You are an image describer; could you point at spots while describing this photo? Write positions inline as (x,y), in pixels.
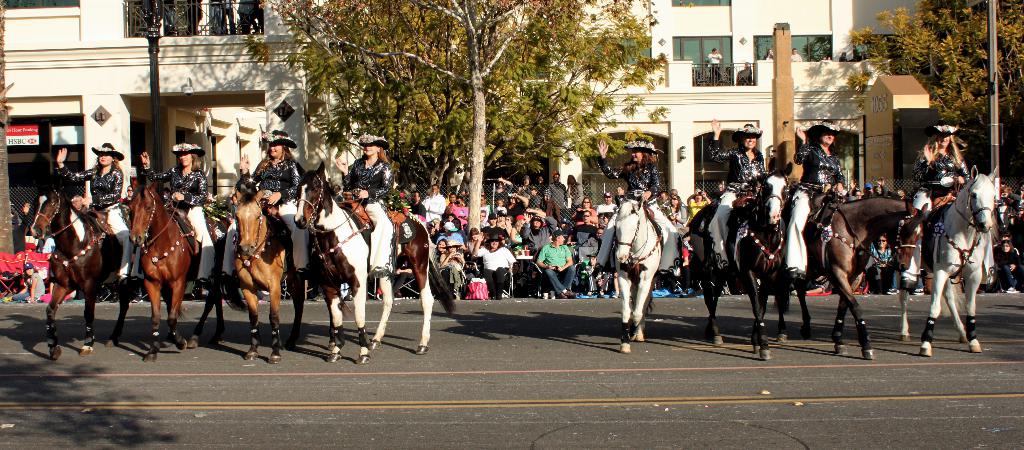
In the center of the image (391,180) there are ladies (194,205) sitting on horses (743,221), wearing hats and jackets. In the background of the image (436,218) there are people (583,268) sitting. There is a tree (485,104). There are buildings (183,96). There is a pole (150,21). At the bottom of the image (404,416) there is road (399,443).
